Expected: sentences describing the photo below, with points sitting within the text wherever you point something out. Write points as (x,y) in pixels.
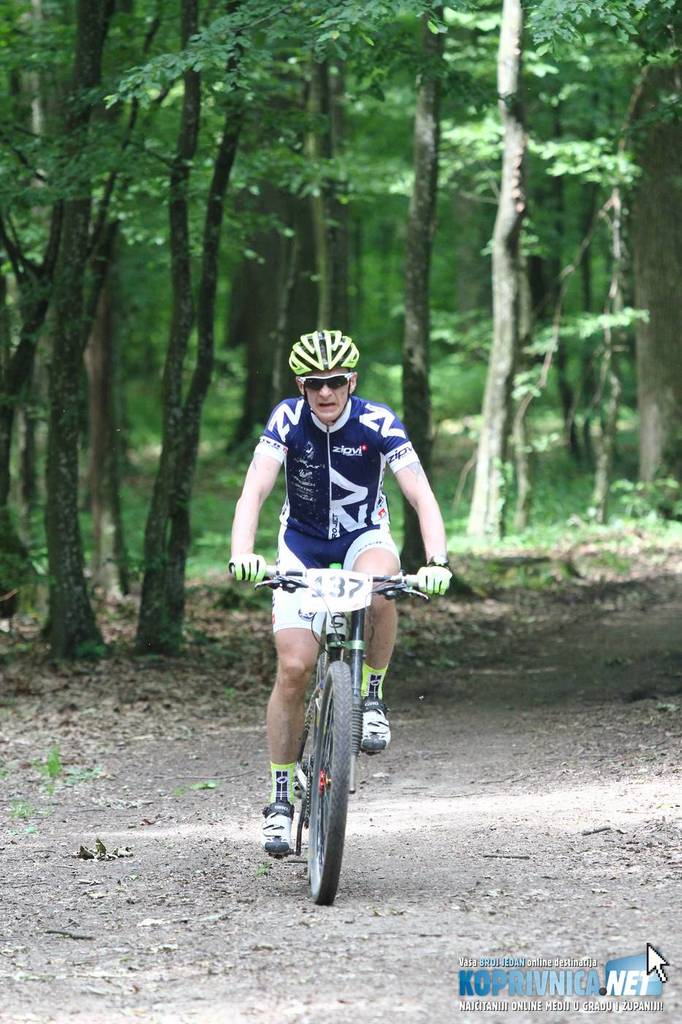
In this image we can see a person (356,440) riding a bicycle (356,645) in the ground (420,619) and trees (188,534) in the background (290,178).
